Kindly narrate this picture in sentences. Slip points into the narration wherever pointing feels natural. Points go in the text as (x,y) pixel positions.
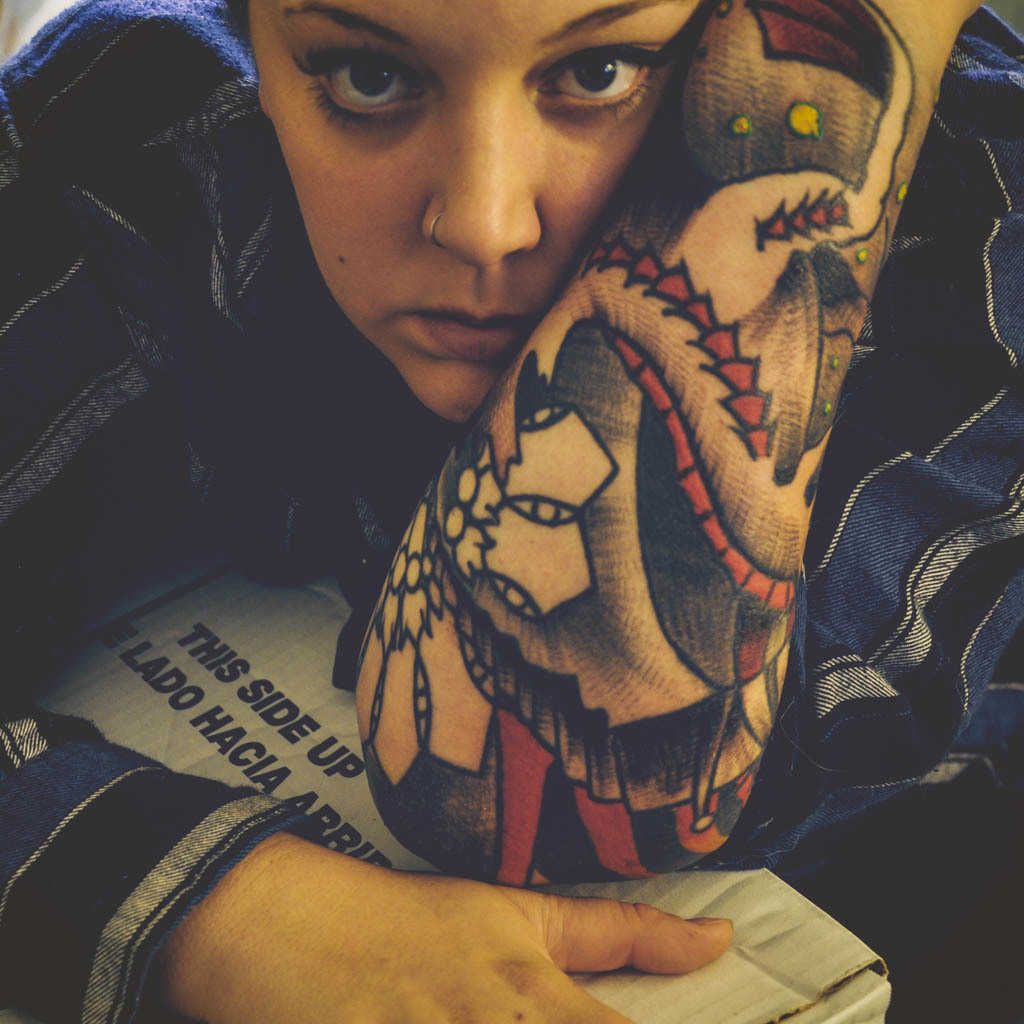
In this image in the center (638,361) there is one woman (186,545) and she is holding one box (725,964), on that box (243,686) there is some text (336,818).
